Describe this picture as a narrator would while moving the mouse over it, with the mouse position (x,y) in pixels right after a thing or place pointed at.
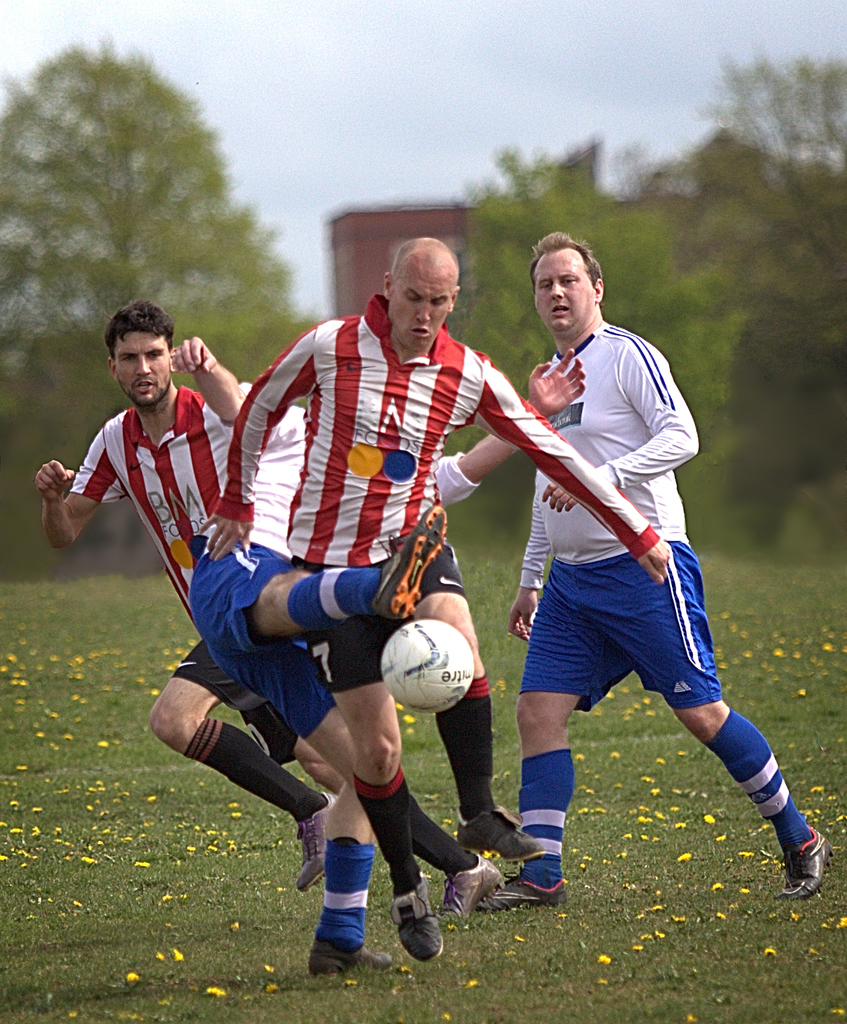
In this image there are people (414,864) running on the grassland (215,853). A ball (400,649) is in the air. Background (71,406) there are trees (808,390). Behind there is a building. Top of the image (307,46) there is sky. Right side (580,646) there is a person (585,598) walking on the grassland (650,868).
